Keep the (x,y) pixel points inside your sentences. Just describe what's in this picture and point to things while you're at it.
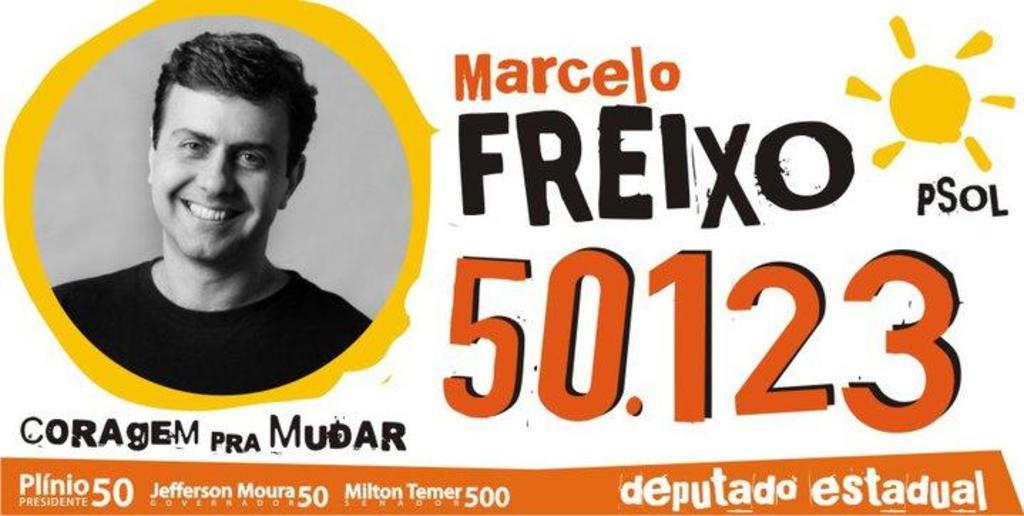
This picture is a poster (662,240). On the left side (253,60), we see the black and white image (188,153) of the man (172,244). He is smiling and he might be posing for the photo. On the right side (689,405), we see the painting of the yellow color sun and we see some text (539,179) written in black and red color. In the background (662,354), it is white in color.
